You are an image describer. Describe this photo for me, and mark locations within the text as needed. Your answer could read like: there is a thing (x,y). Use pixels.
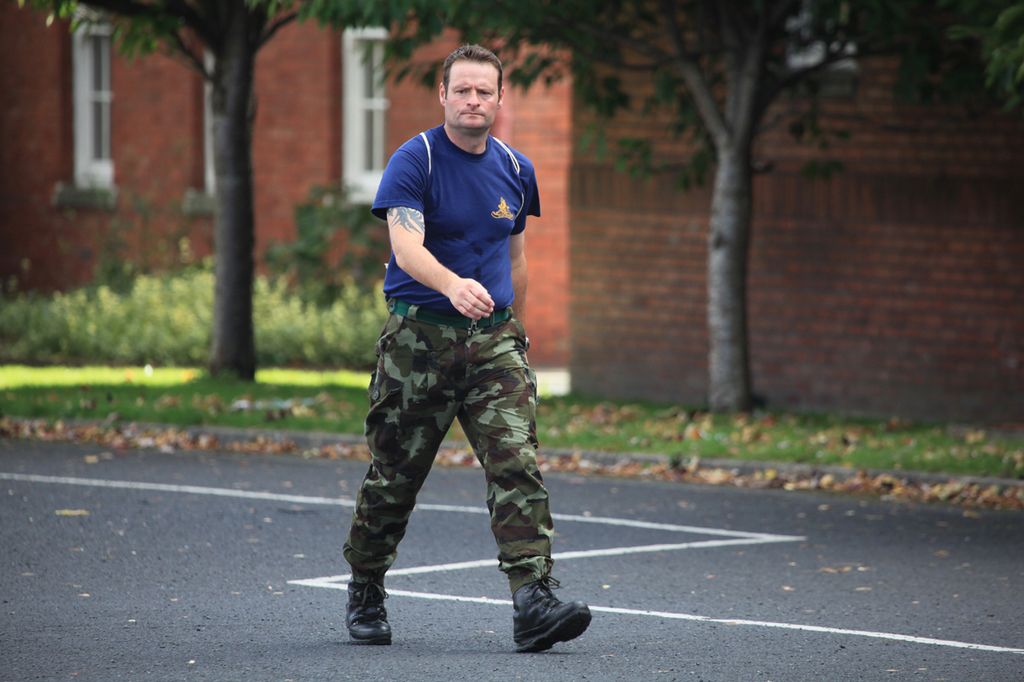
In this image we can see a man (499,302) walking on the road (420,562) and in the background (915,357) there are trees (246,247), plants (280,246) and buildings (544,114).
